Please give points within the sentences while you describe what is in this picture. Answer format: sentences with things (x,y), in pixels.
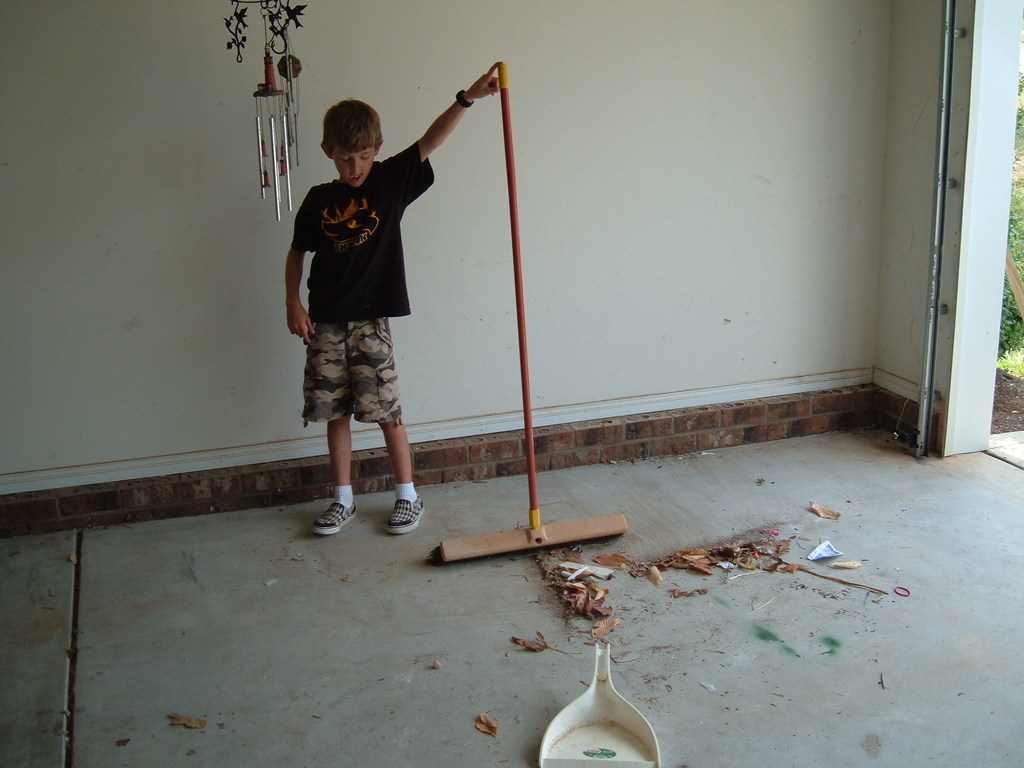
In this image we can see a boy (327,357) standing and holding a broom (578,543). At the bottom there is dust (598,600). In the background (648,412) we can see a wall (653,150) and a wind chime (270,59). At the bottom (609,734) there is a tray (601,728).
